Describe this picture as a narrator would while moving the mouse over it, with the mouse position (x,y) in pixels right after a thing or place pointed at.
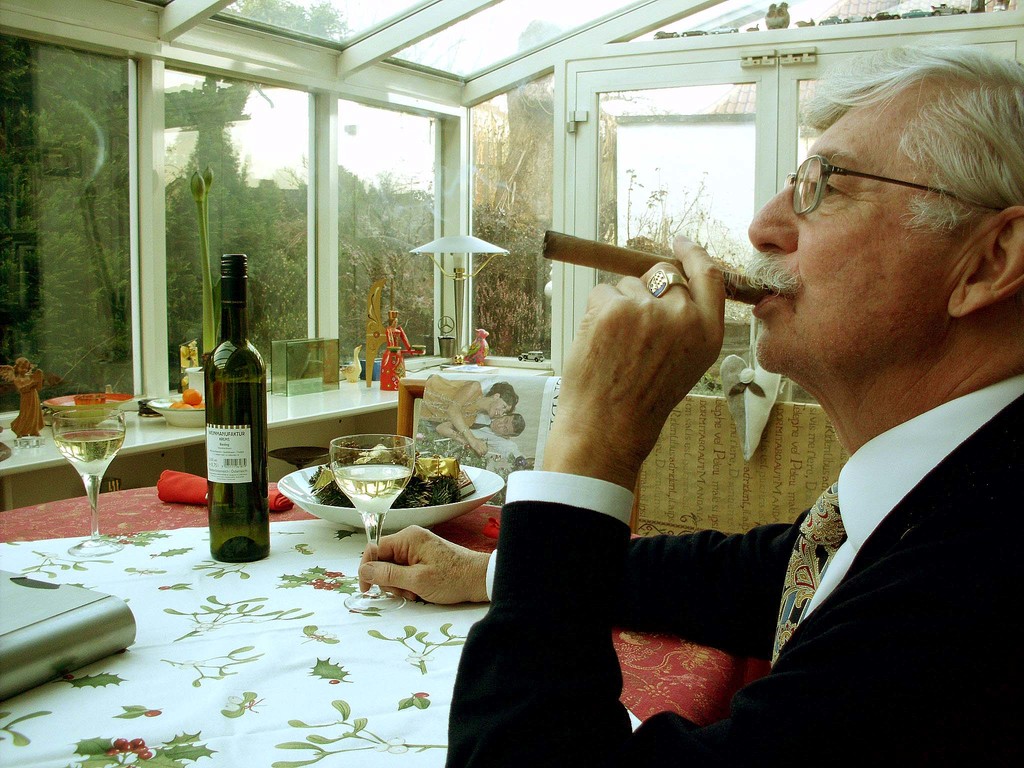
In this picture there is a person (831,564) sitting and holding the glass (375,521) with his right hand (438,594) and holding cigar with his left hand (618,328). There is a bottle (251,417), glasses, a bowl (350,521) on the table (350,542). At the back (701,100) there is a door (701,78). The table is covered with red and white color cloth (250,624).
